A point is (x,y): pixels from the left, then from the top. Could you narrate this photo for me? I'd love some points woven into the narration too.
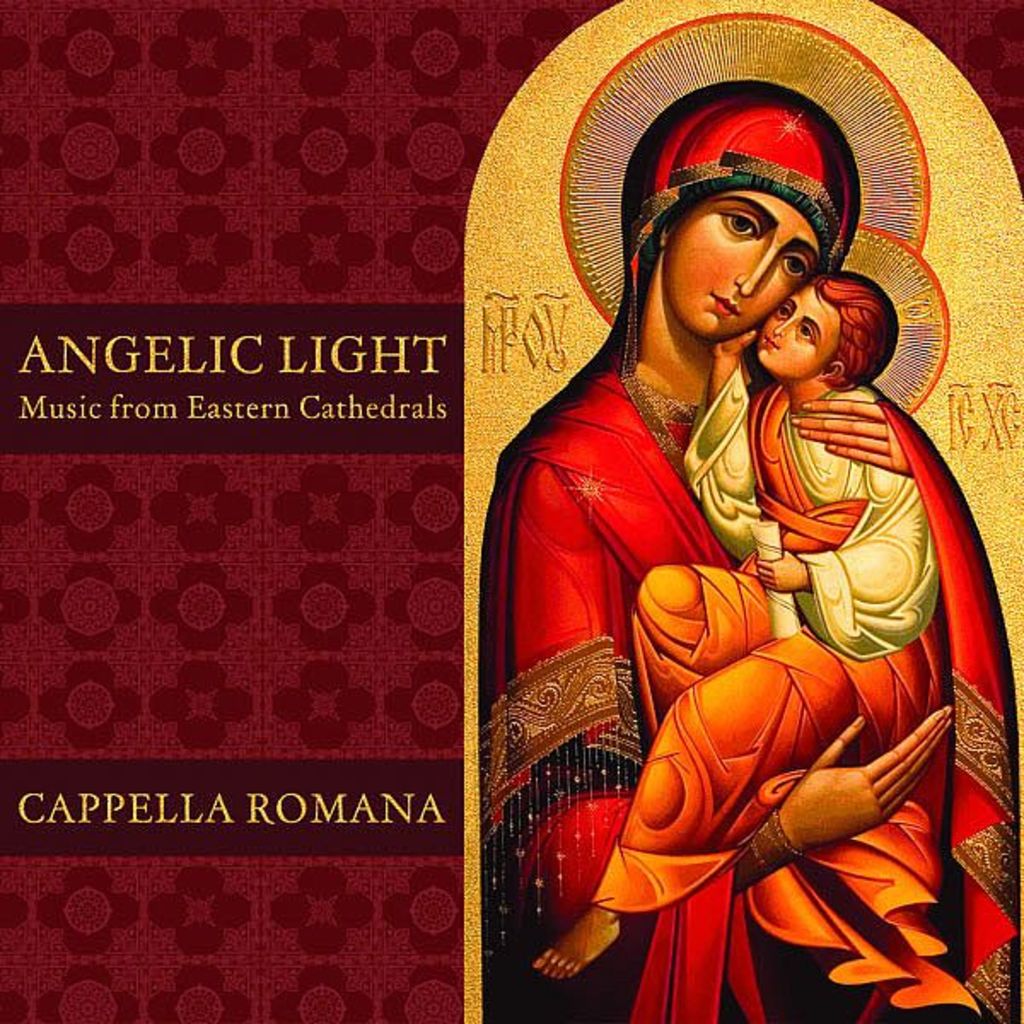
This image consists of a poster (345,509) in which we can see the depiction of persons (568,464) along with the text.
